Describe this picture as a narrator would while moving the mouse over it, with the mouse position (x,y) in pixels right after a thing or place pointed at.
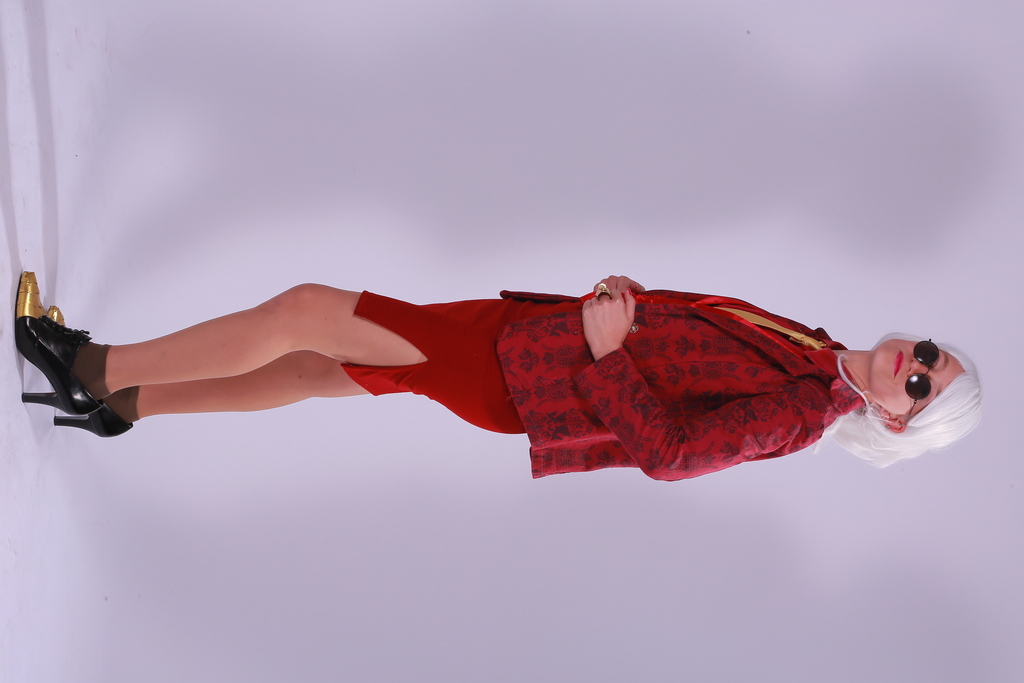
In the middle of the image (540,354) a woman (430,374) is standing on the white surface (36,447). In the background (229,178) there is a cloth (287,196) which is white in color.
